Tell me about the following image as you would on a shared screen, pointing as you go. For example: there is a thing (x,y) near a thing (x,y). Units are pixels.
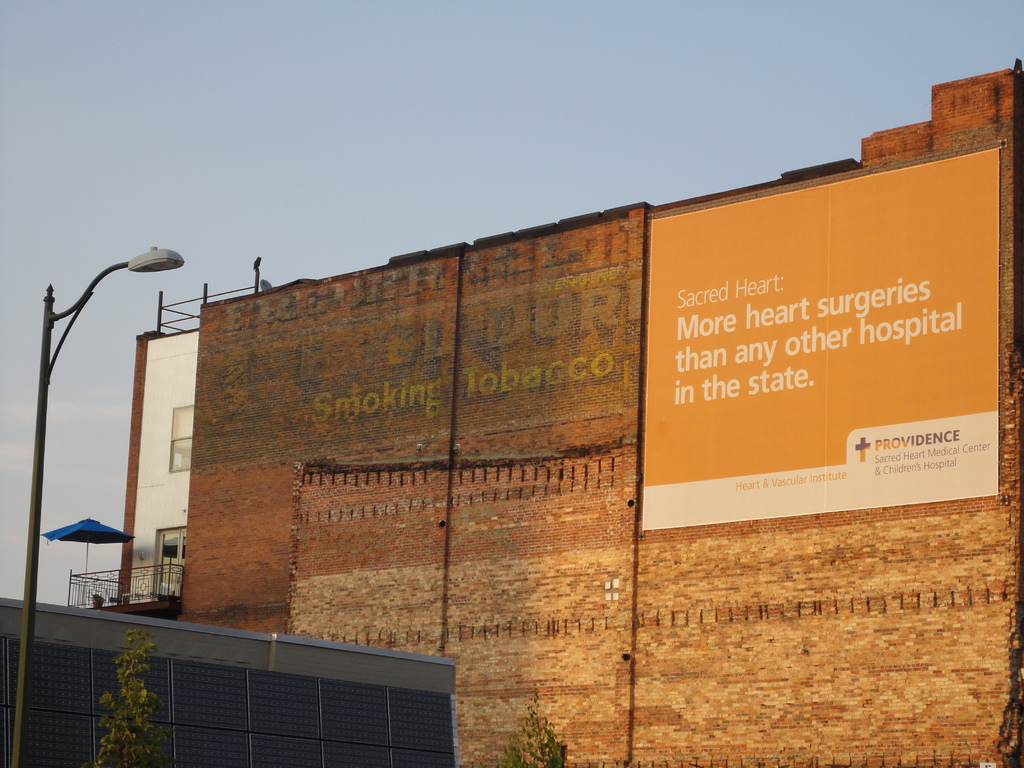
In this picture we can see a pole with light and trees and behind the pole (29,574) there is a wall (469,382) with a hoarding (784,359). Behind the wall (570,359) there are buildings (170,436) and a sky (353,148).
